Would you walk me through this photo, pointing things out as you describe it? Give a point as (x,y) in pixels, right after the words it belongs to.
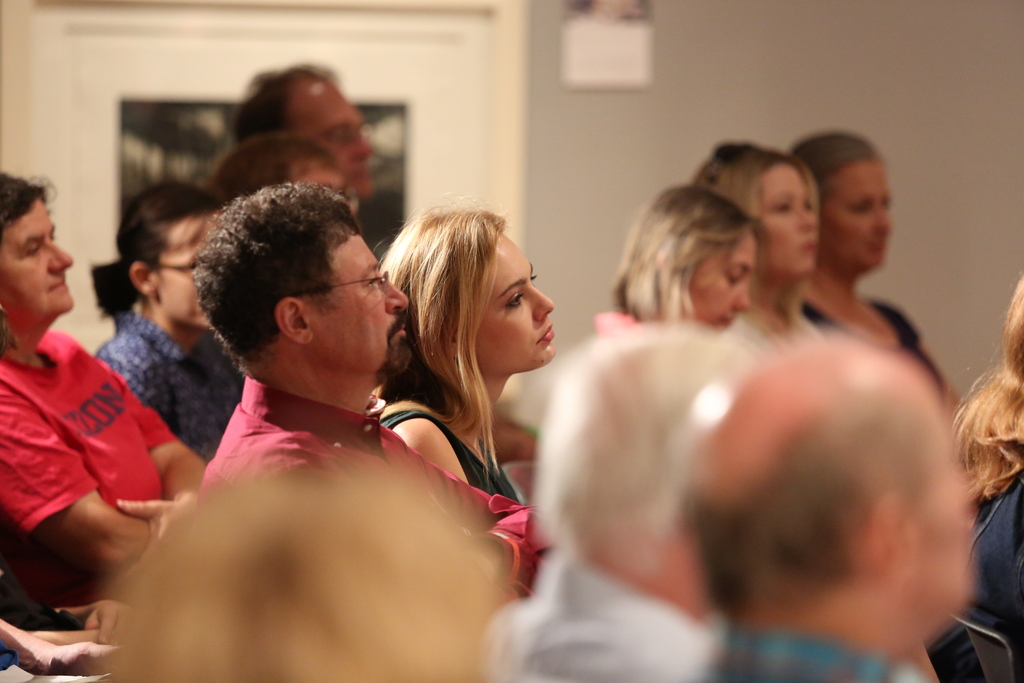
In the image there a group of people (481,376) in a room (1021,45) and all of them are paying attention towards something.
